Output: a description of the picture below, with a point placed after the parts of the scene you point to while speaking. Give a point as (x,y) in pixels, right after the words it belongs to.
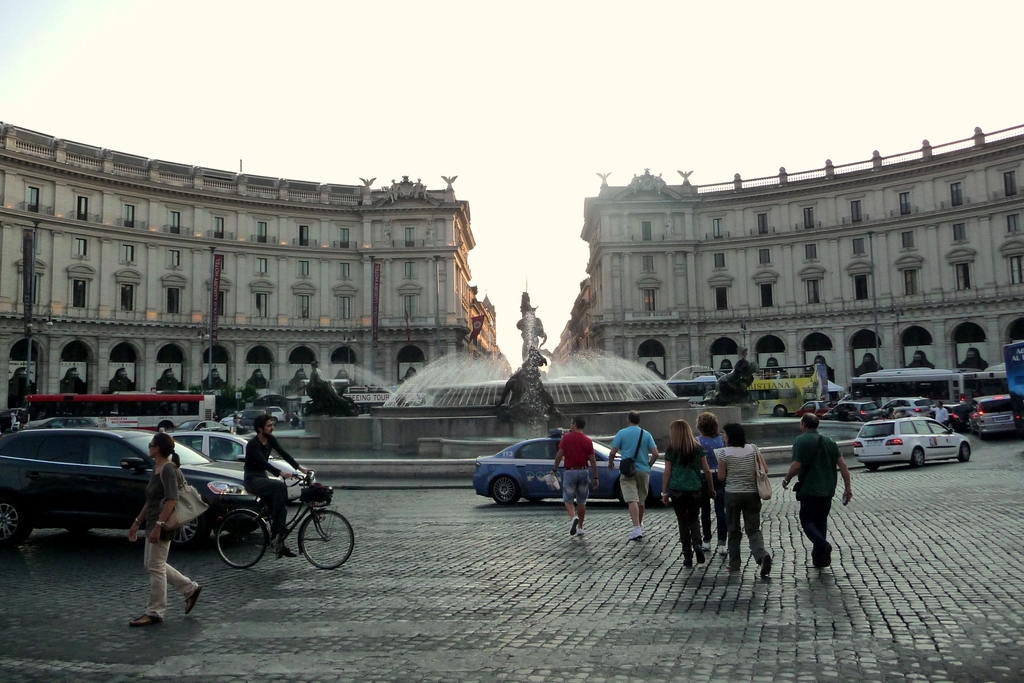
In this picture we can see a few people (709,542) walking on a path (496,606). There is a woman (151,513) wearing a bag (181,506) and walking on a path (132,549) on the left side (164,525). We can see a few statues (509,414) and a fountain (543,381). There are a few vehicles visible on the road (684,589). We can see some buildings (153,321) in the background (304,321).
